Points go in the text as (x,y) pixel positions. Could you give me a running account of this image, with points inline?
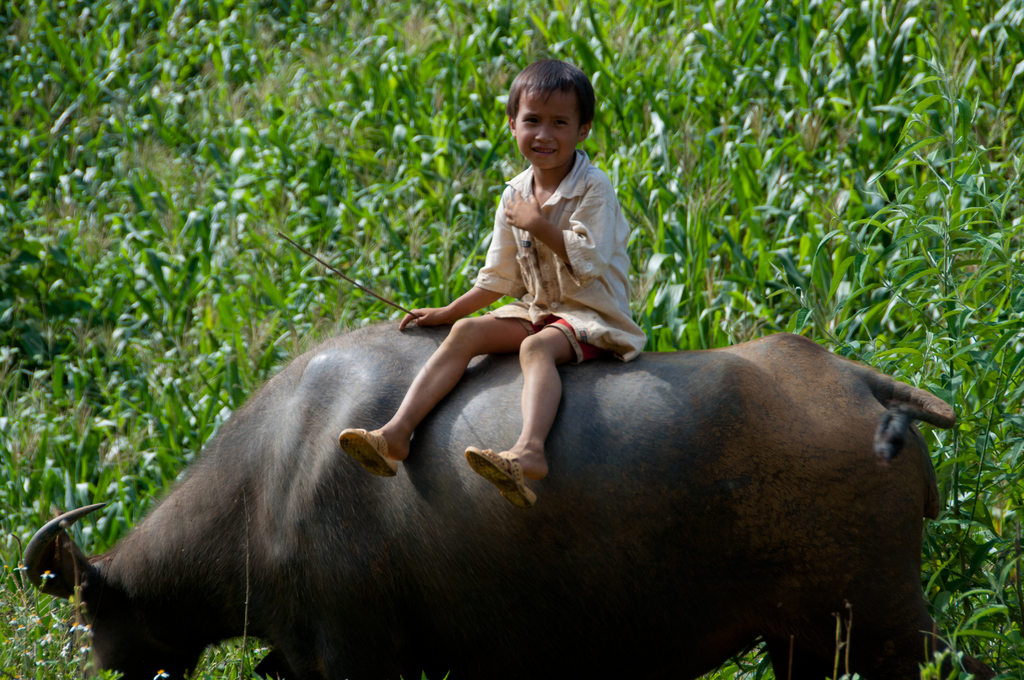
This is the picture of a grass field (111,529). In this image there is a boy (578,304) sitting on the buffalo (437,447) and he is smiling and he is holding the stick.
